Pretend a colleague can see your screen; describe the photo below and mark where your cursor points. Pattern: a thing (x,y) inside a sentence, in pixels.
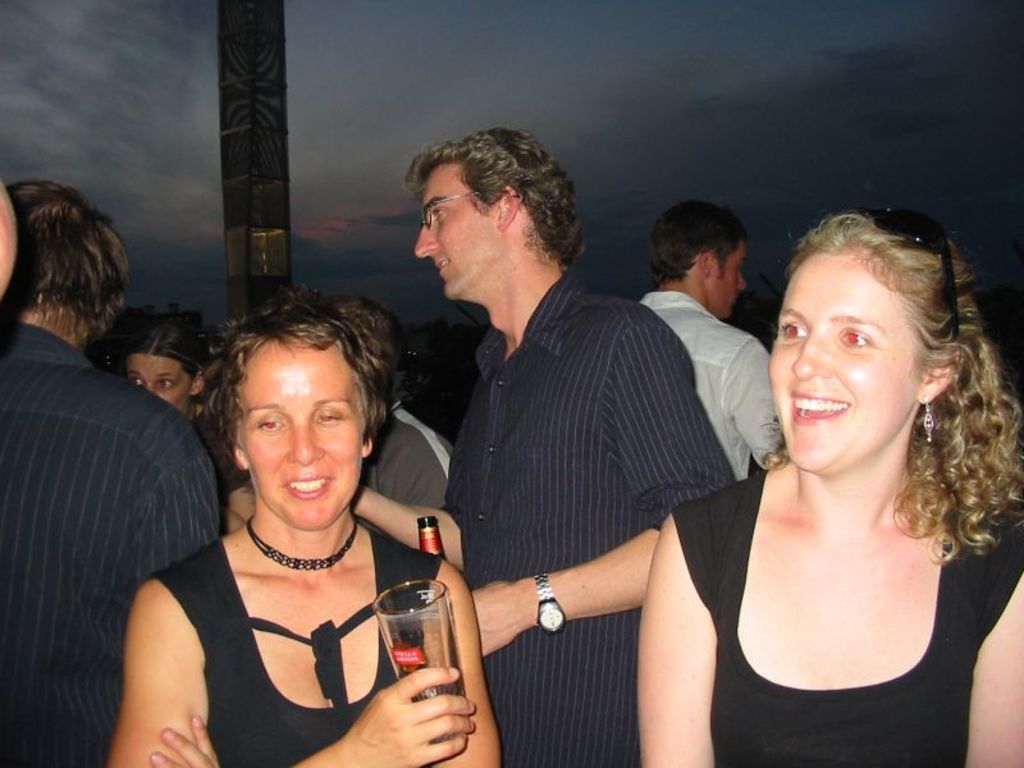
In this image we can see a group of people (316,430) standing. One woman (332,538) wearing black dress (330,633) is holding a glass (412,615) in her hand (440,710). one person (570,337) wearing spectacles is holding a bottle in his hand (499,629). In the background (694,352), we can see a person (699,340) wearing a white shirt (712,355), a pole (235,94) and the sky (409,154).
